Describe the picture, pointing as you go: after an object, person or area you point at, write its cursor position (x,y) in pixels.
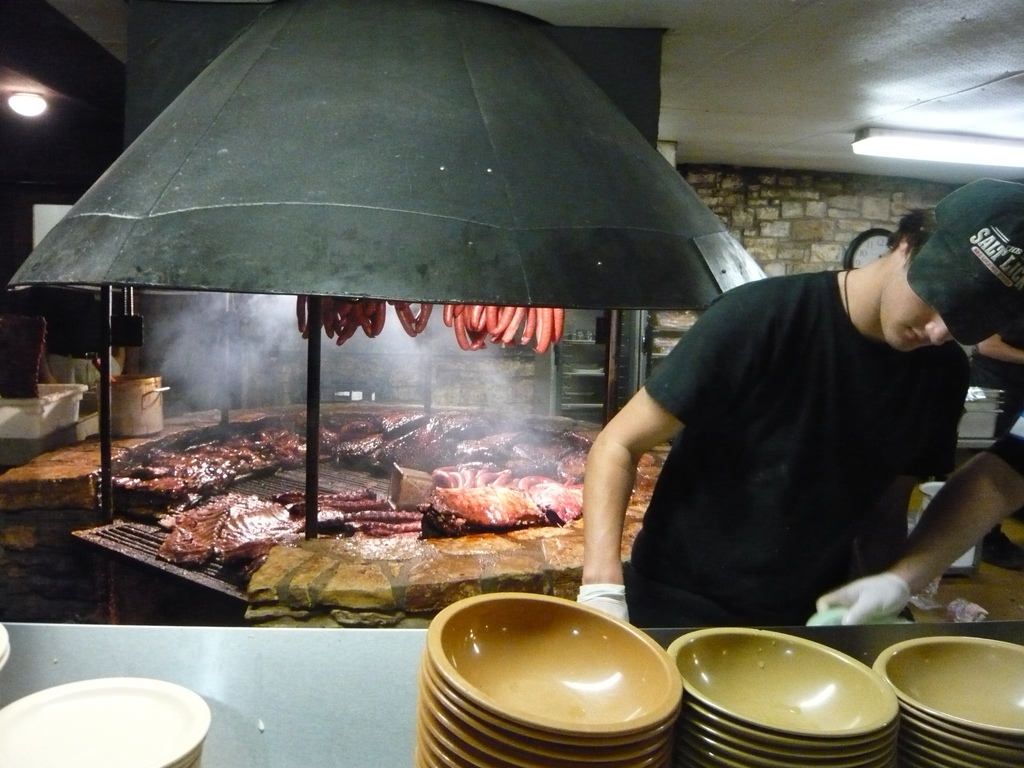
In this picture there is a man (824,323) who is wearing cap (999,259), t-shirt (654,549) and gloves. At the bottom (443,606) I can see the bowls (985,741) which are kept on the table (413,717). In the back (405,531) I can see some meat (531,433) on this bench (157,571). In the top right (964,77) I can see the tube light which is placed on the roof (949,75).
